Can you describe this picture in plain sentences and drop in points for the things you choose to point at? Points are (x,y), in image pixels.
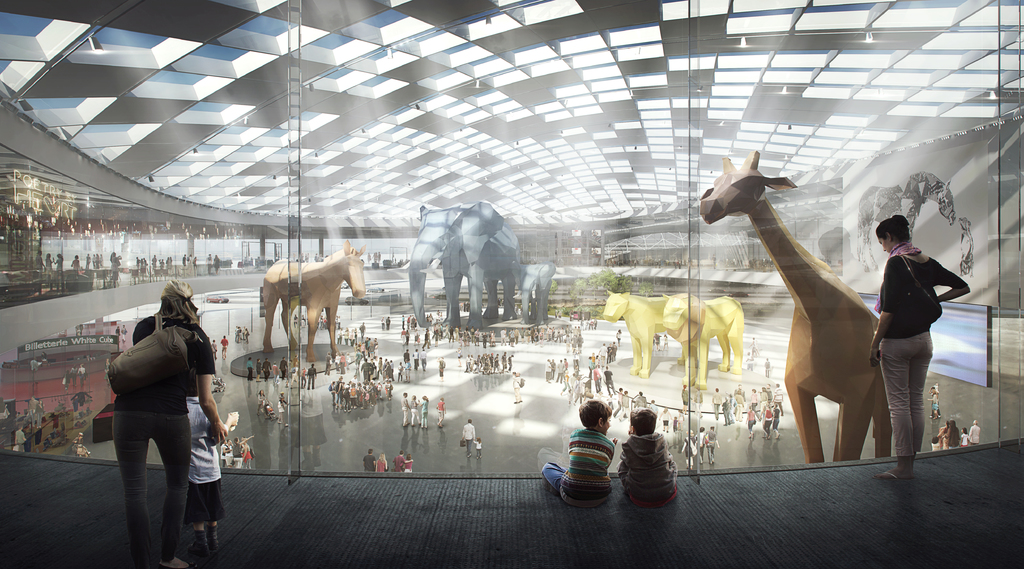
In this picture we can observe statues (695,338) of lions (686,314), giraffe (733,186), horse (312,312) and elephants (458,288). There are some people (382,374) on the floor (524,387). We can observe two kids (603,452) sitting in front of the glass (504,446). On the right (966,352) there is a screen (950,340).
